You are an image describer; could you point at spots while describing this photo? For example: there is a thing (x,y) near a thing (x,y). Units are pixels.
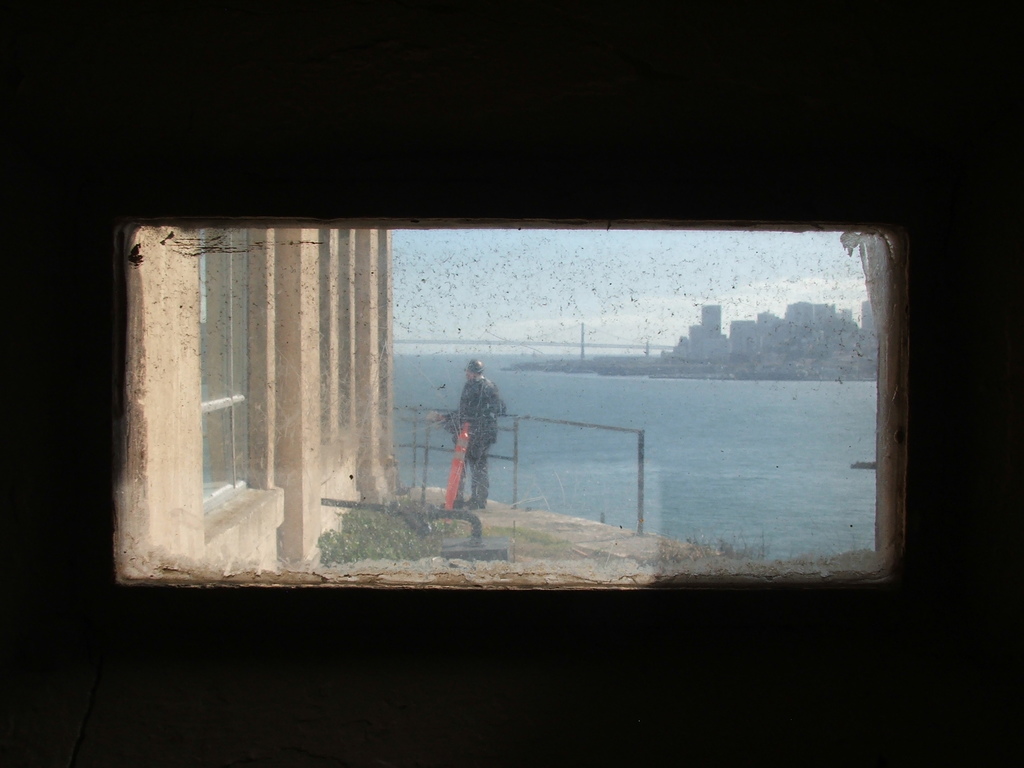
In this image we can see the wall (304,685) with a window (468,526), through the window (472,539) we can see some buildings (705,339), water (510,437), plants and a person (477,456), in the background (674,305), we can see the sky (688,315) with clouds (749,302).
